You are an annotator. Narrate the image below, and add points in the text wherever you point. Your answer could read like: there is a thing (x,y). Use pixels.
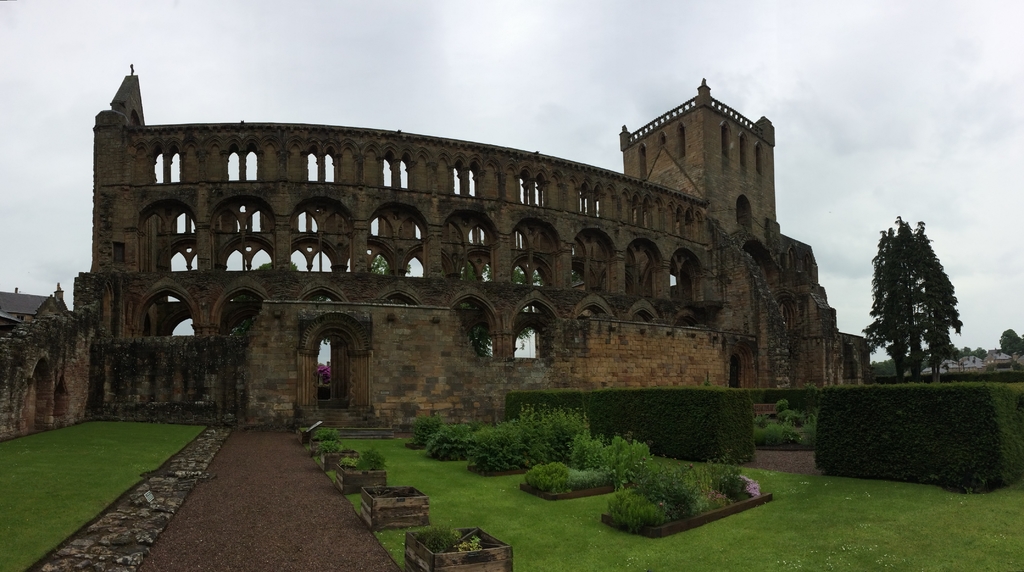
This image consists of a fort (381,336). In the front (130,350), there is a wall (254,391). At the bottom (202,499), there is a ground (502,517). To the right (890,328), there are trees (911,294). At the top (455,26), there are clouds (444,45) in the sky (387,49).
